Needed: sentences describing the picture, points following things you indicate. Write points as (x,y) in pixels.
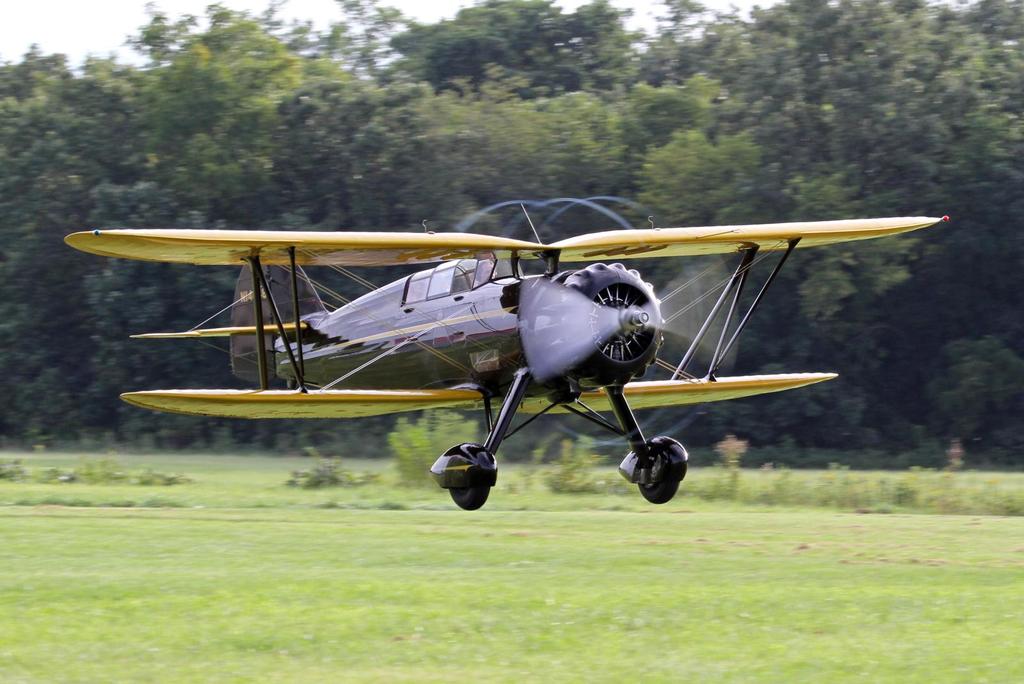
In the picture I can see an aircraft (379,304) flying in the sky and it is in the middle of the image (346,310). There is a green grass (414,528) at the bottom of the picture (560,545). In the background (630,164), I can see the trees (598,164).
